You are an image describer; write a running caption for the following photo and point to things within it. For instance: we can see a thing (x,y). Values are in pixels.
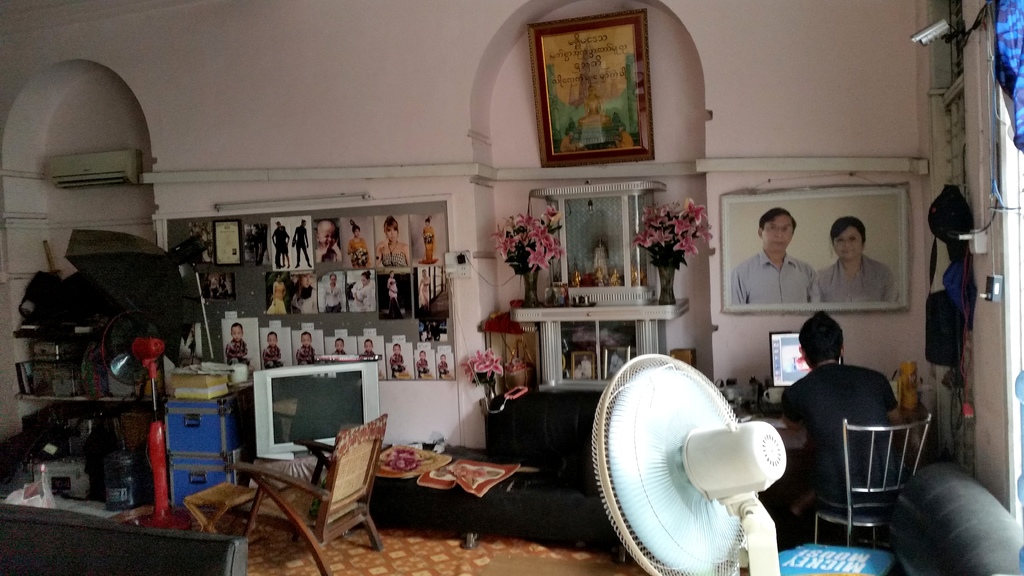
In this image in the foreground (651,424) there is a fan (651,424), in the middle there is a TV (322,401), chair (323,450), blue color boxes (227,425), there are flower vase (662,235) kept on table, on the table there are some other objects (604,290) visible, there are few photo frames (819,223) attached to the wall (802,118), on which there are few persons photos (846,218) visible, on the left side (158,357) there is a red color fan (152,424), some other objects (97,470) visible, on the right side (829,432) there is the wall (968,148), there is a person (837,431) sitting on the chair (863,457) in front of table (805,450), on which there is a system (785,361).
